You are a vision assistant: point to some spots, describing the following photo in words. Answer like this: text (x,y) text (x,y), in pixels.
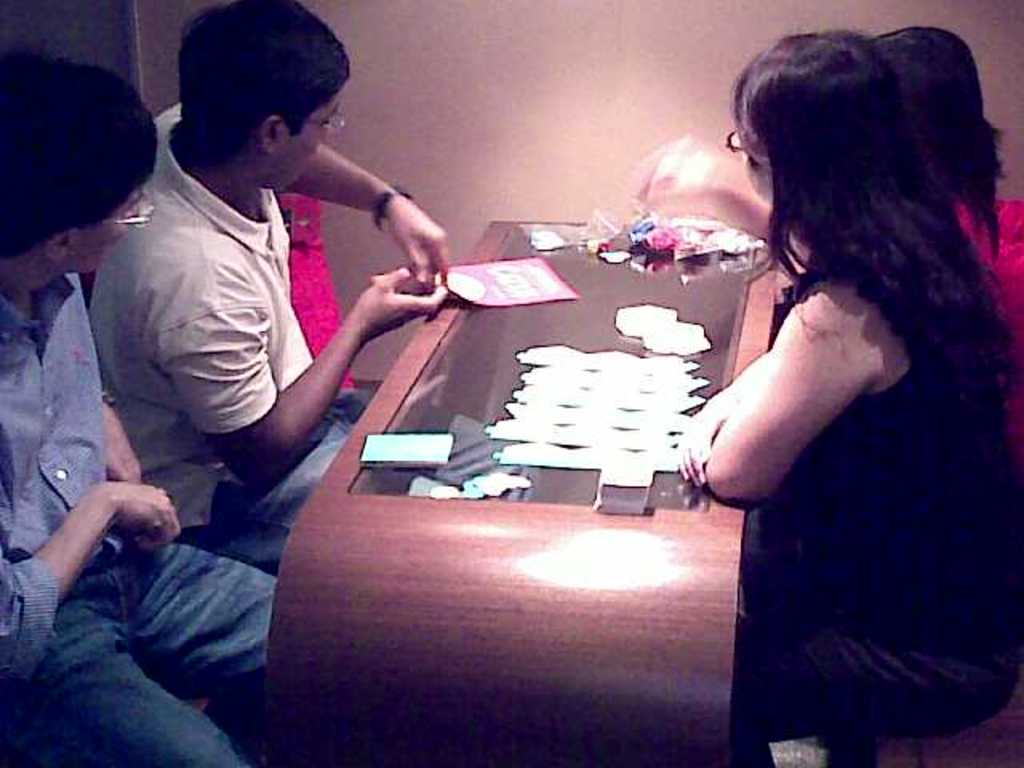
In this image we can see this people (896,416) are sitting near the table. There are some things (618,448) on the table (708,360).
